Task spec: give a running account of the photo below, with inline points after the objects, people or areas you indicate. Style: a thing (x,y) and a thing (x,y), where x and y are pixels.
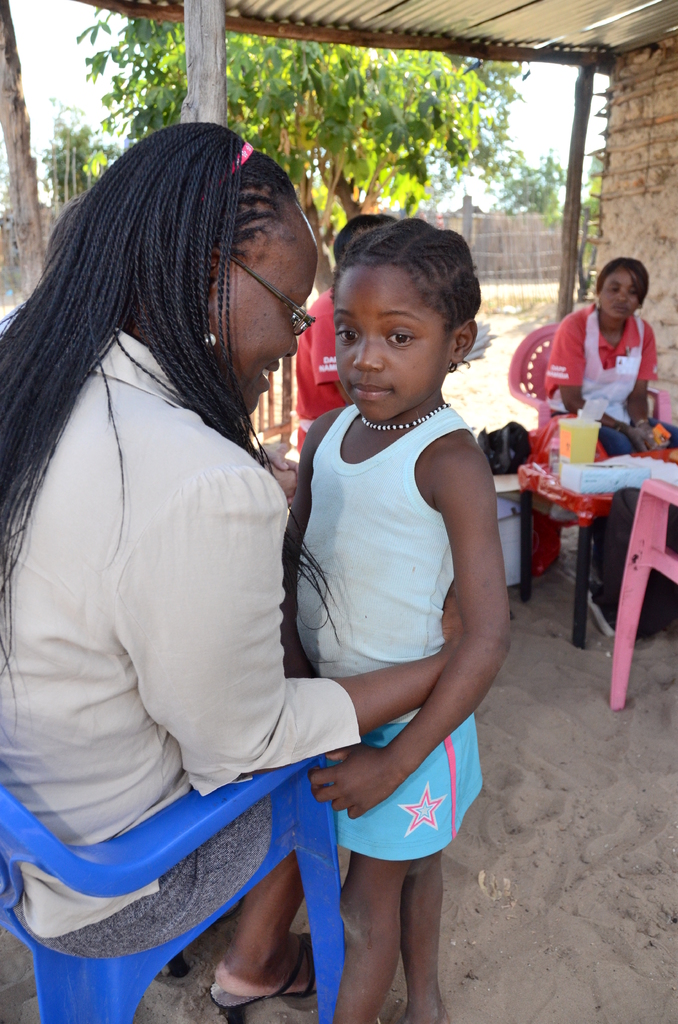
As we can see in the image there are chairs (642,551), few people (385,478) here and there, trees (405,145) and sky (540,153).
